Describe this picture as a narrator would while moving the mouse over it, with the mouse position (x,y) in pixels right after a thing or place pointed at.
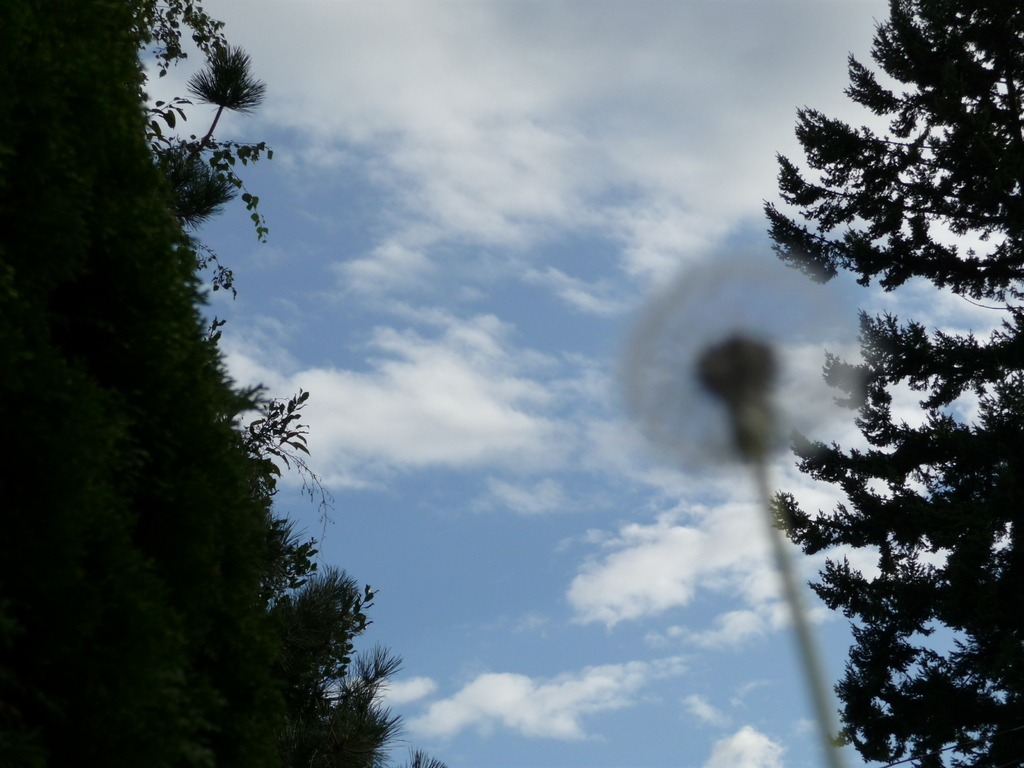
In this image on the right side (839,524) and left side (225,661) there are some trees (955,569), and in the center (458,349) there is sky (570,556) and one dandelion (772,525).
